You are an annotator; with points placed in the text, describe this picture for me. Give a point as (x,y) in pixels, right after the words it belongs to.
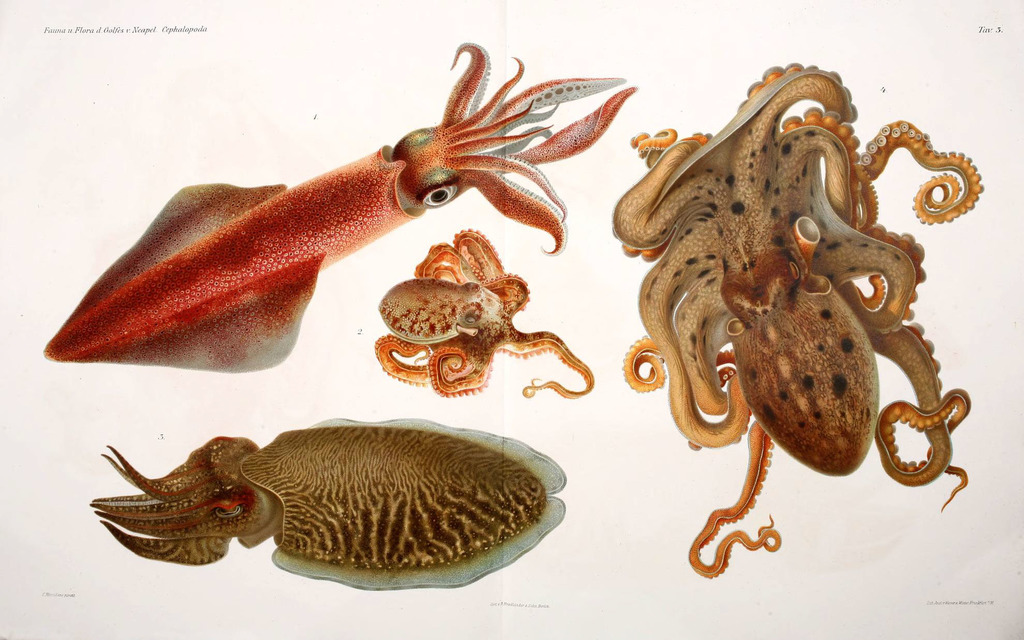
In this image we can see different types of cephalopods (504,324) and some text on the image.
